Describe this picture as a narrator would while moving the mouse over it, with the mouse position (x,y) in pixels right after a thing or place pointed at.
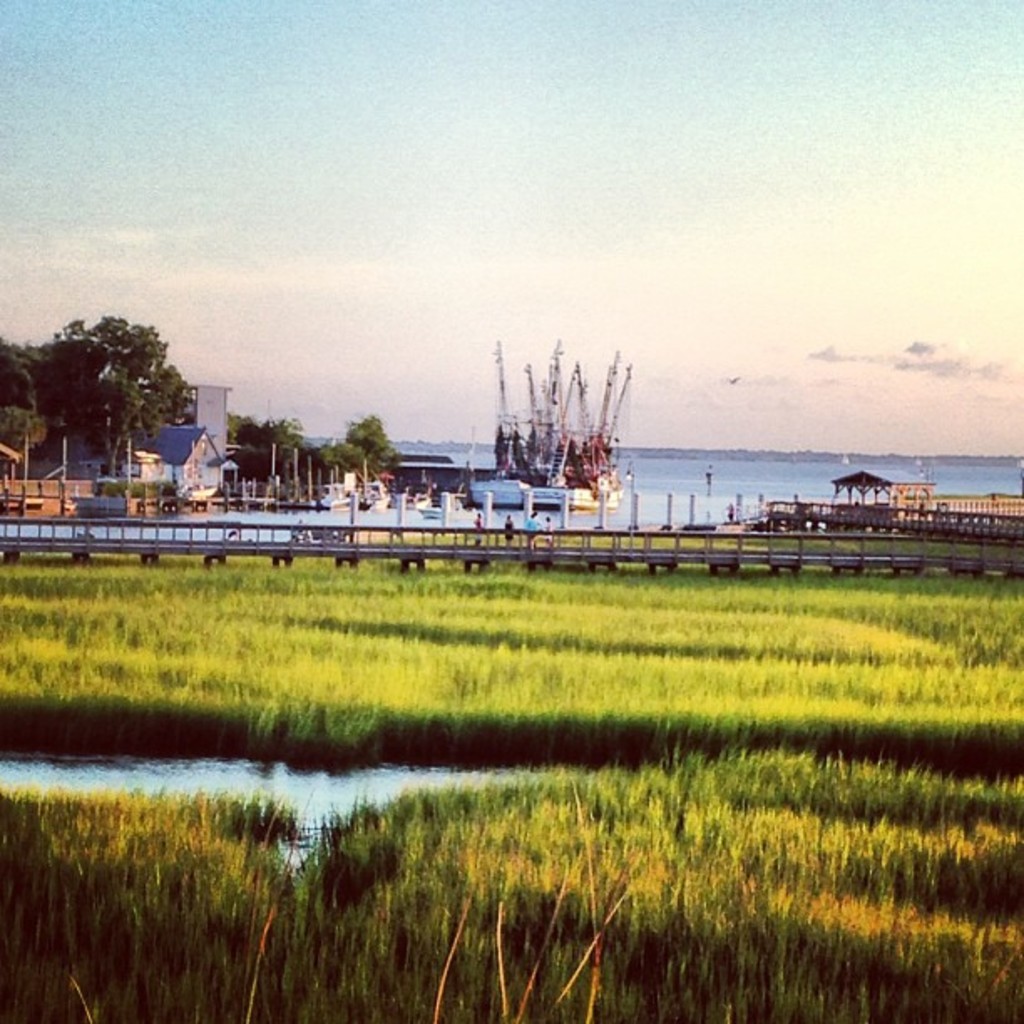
This is grass (634,834) and there is a bridge (563,552). Here we can see trees (112,426), poles (258,489), house (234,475), ship (495,489), and water (689,466). In the background (658,288) there is sky (804,302).
